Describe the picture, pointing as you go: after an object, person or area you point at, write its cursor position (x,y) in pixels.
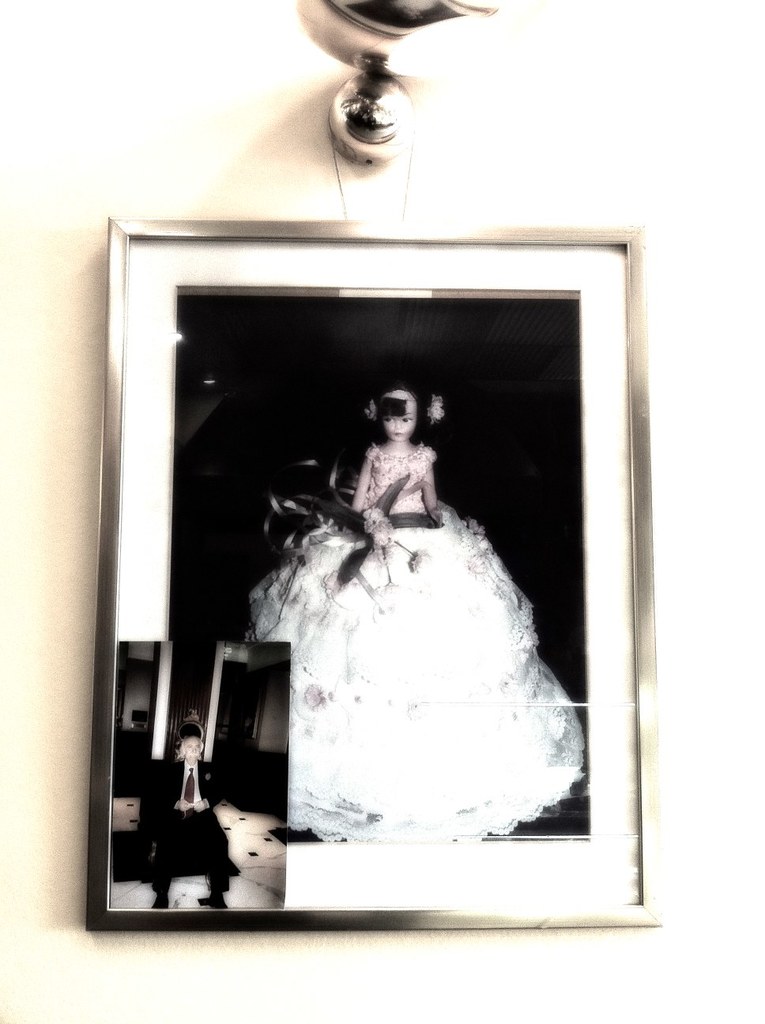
In this image there is a photo frame (481,345) and a light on the wall (406,974).
